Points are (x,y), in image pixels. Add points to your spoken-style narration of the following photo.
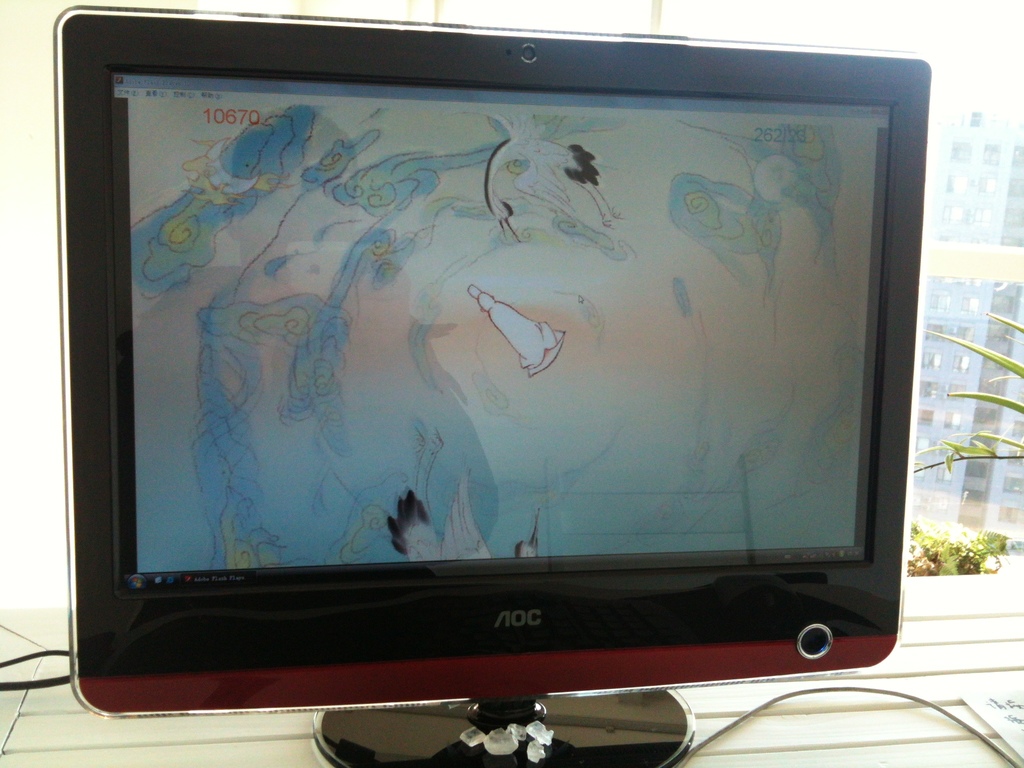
In this image I can see monitor (477,319) on the table (804,707), behind that there is a view of plants (911,535) and building (927,516) from the glass wall (927,516).
